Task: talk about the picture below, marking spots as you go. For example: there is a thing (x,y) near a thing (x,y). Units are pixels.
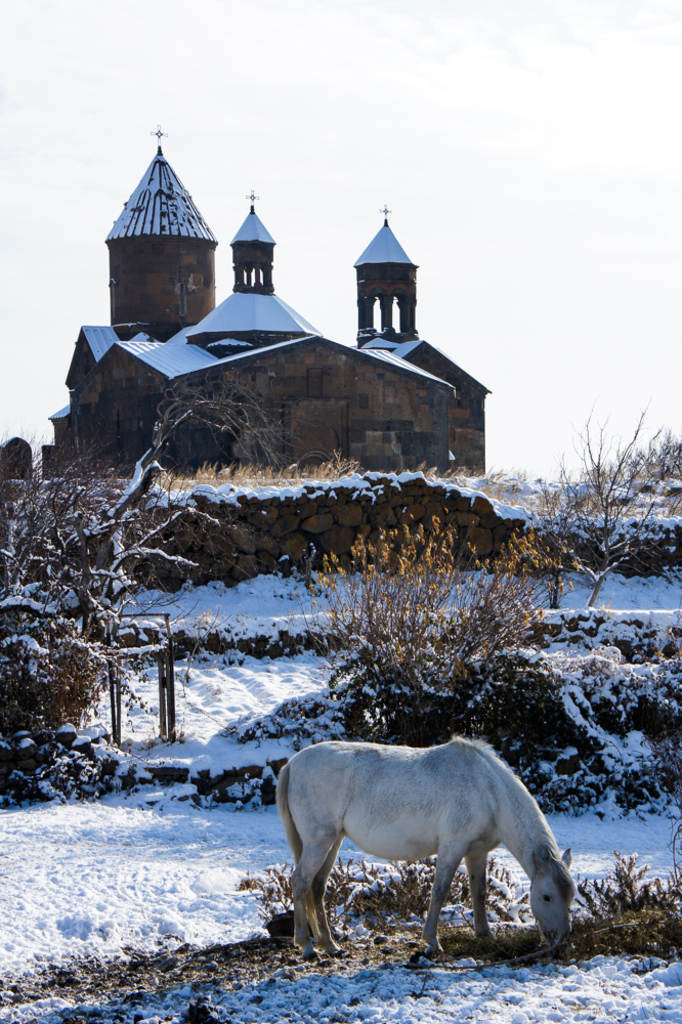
In this image I can see the snow (137,850) on the ground (144,897). On the right side (539,858), I can see a horse (394,794). In the background (349,599) there are some plants (476,653), a wall (242,535) and a house (193,279). At the top (325,109) I can see the sky (297,123).
